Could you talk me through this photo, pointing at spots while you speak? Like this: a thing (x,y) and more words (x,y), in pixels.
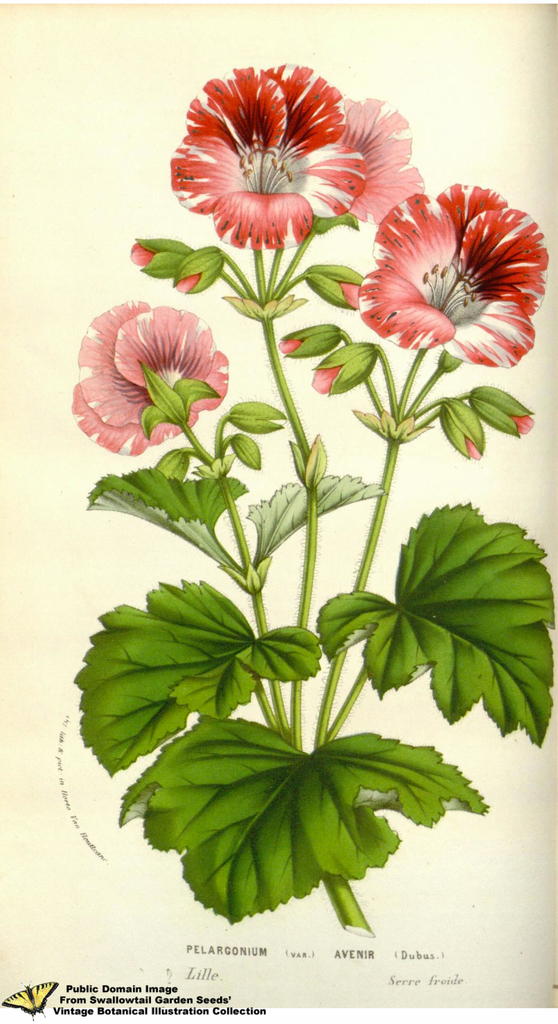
In this image there is a painting (187,304) of flowers (154,312) and leaves (245,729). At the bottom of the image (119,993) there are some text (112,996) and butterfly (38,999).
